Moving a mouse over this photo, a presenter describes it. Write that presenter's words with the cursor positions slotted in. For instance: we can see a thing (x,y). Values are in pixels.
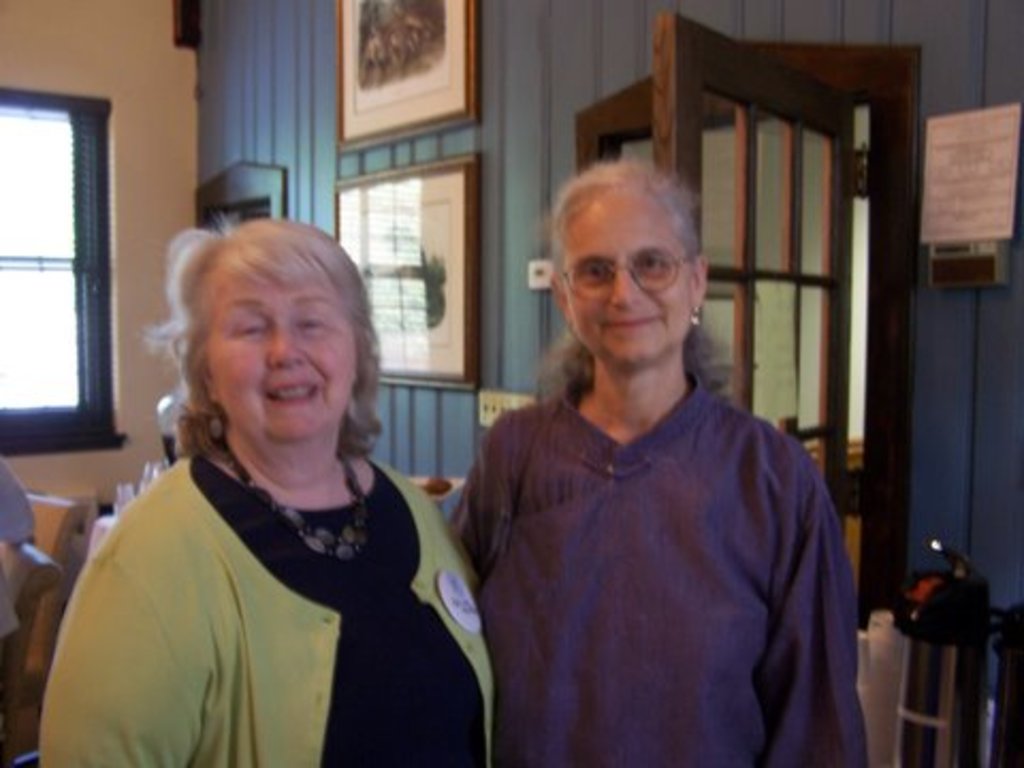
In this image, I can see two women (344,500) standing and smiling. Behind the women (212,328), there are photo frames (476,81) attached to the wall (530,86) and a door (788,304). On the left side of the image (58,390), I can see a window (59,240). At the bottom right side of the image (913,625), there is an object (915,747).
